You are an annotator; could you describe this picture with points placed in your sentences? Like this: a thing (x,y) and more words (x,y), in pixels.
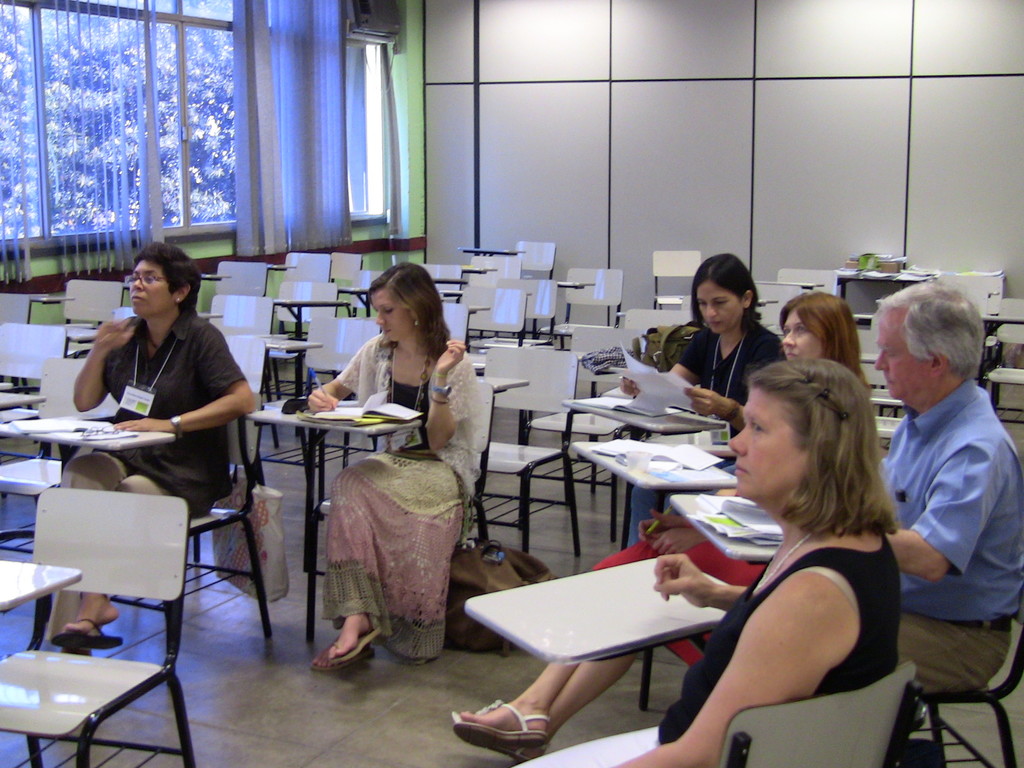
On the right hand side of the image (818,312), there are three women (806,313) and one man (896,305) sitting. On the left hand side of the image (164,312), there are two women (424,312) and one of them is writing something on a book (373,409). In the background (586,161), there is a wall (676,228), chairs (658,261) arranged, a window (232,141) made up with glass (228,101) and a curtain (287,102).
